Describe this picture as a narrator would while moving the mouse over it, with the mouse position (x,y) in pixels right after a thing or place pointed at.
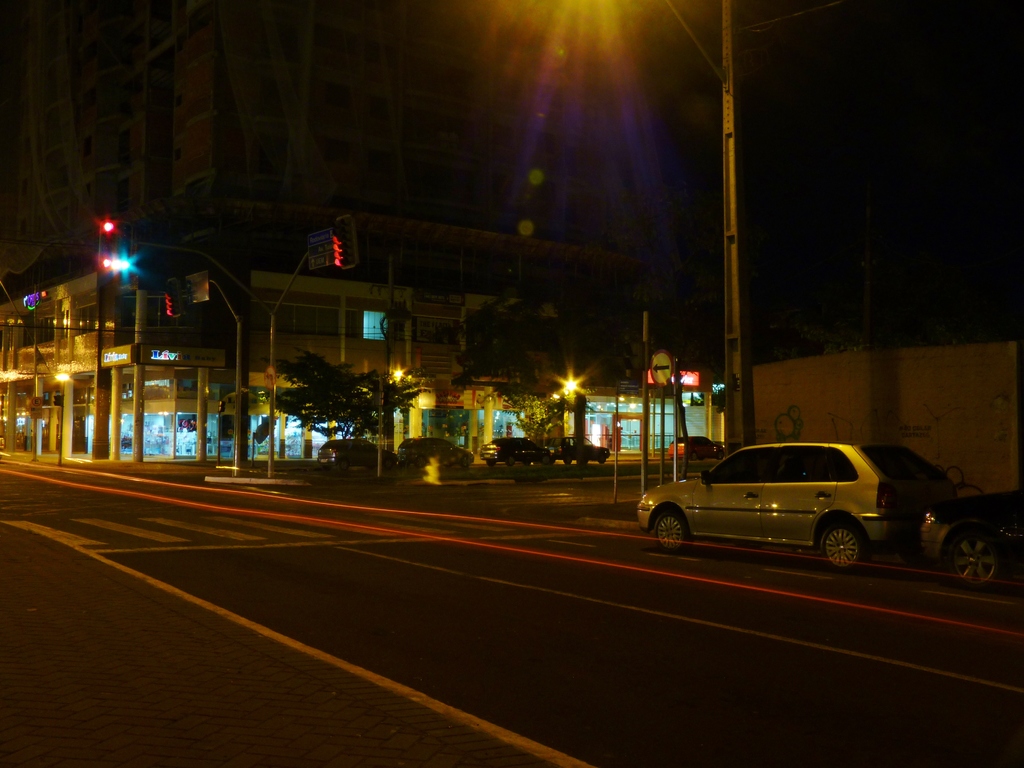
In the picture I can see the road (460,583) and there are cars (663,541) on the road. I can see the light poles (390,310) and traffic signal pole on the road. There are trees (321,368) on the side of the road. I can see the buildings (133,443) on the side of the road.
